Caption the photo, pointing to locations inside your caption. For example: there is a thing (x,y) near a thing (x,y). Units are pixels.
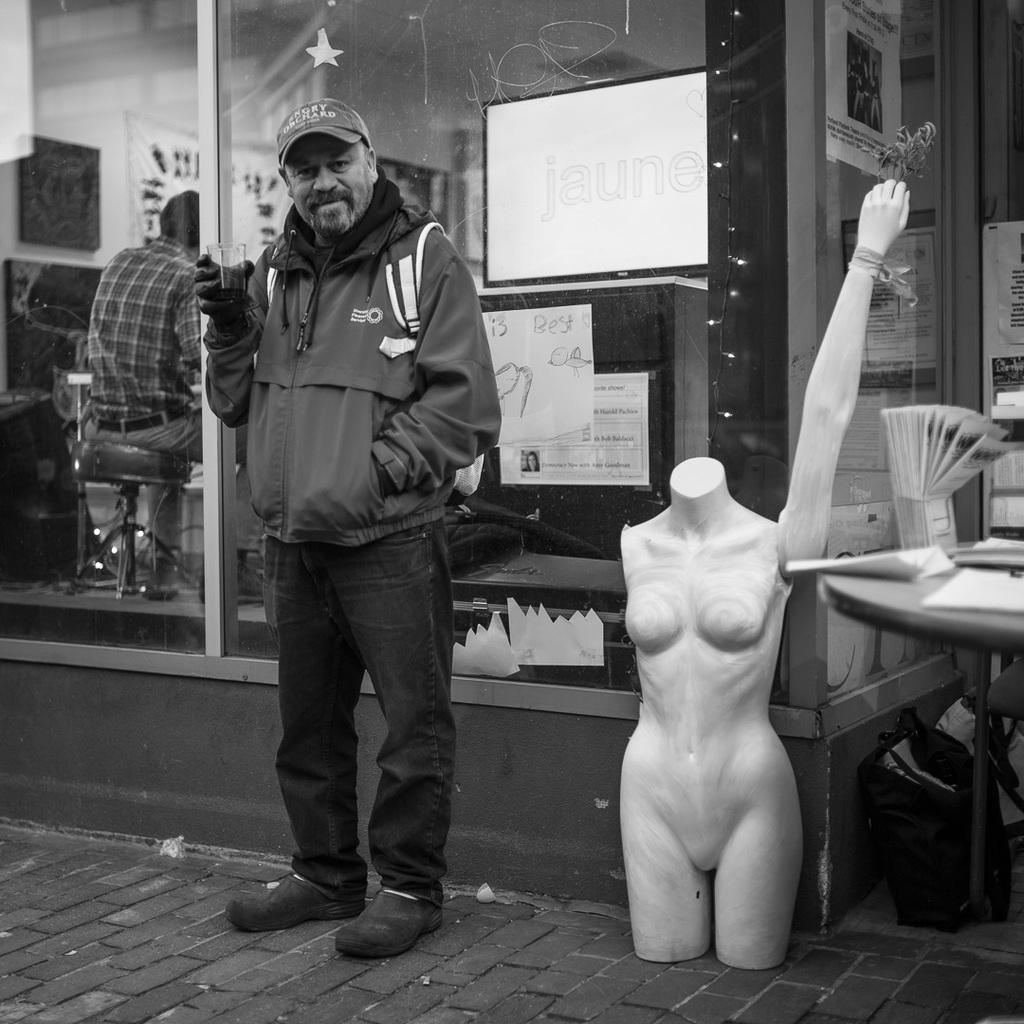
A man (335,635) is standing here holding a glass (223,281) in his hand (234,302). he wore black shoe (276,905), glove (224,316), cap (311,128) and a bag (404,306). Beside him there is a toy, table (980,625) and few papers (919,459). Behind him there is glass door (248,62), through the glass door (151,305) we can see a man (155,445) sitting on the chair (152,451) and few posts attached to the glass door (592,322).
